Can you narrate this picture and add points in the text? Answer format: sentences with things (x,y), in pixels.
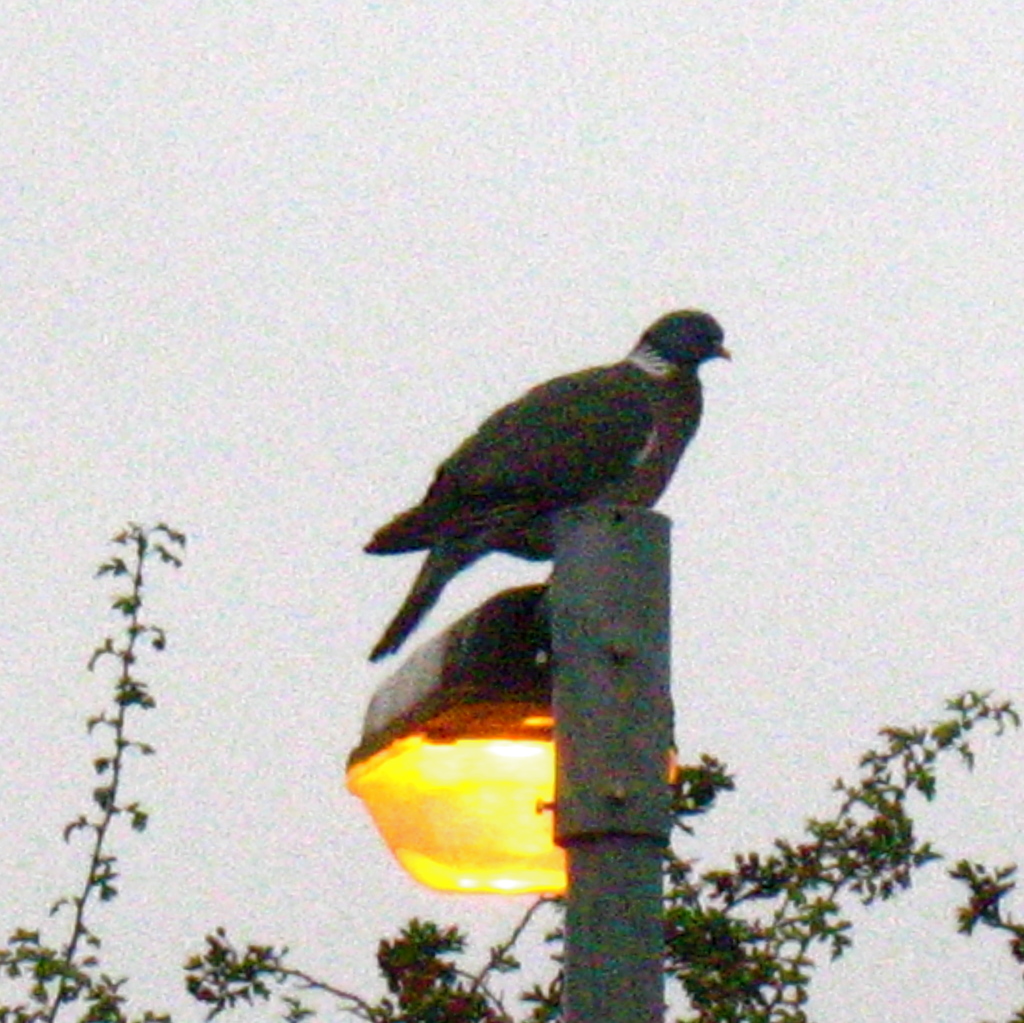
In this image I can see a metal pole (579,733) with a light (546,734) attached to it. I can see a bird (568,436) which is black and white in color on the pole (577,700). In the background (540,967) I can see few trees (429,1012) and the sky (719,396).
